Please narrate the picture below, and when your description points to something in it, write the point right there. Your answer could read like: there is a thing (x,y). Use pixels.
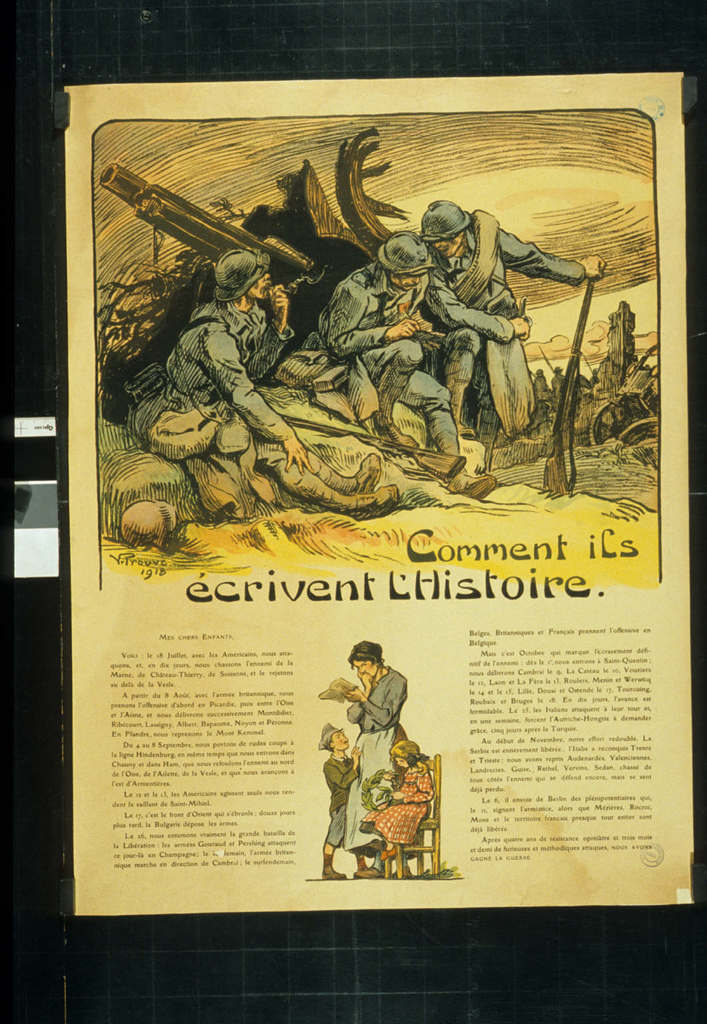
In this picture I can see a paper (403,320) with some text (220,708) and pictures (336,688).
